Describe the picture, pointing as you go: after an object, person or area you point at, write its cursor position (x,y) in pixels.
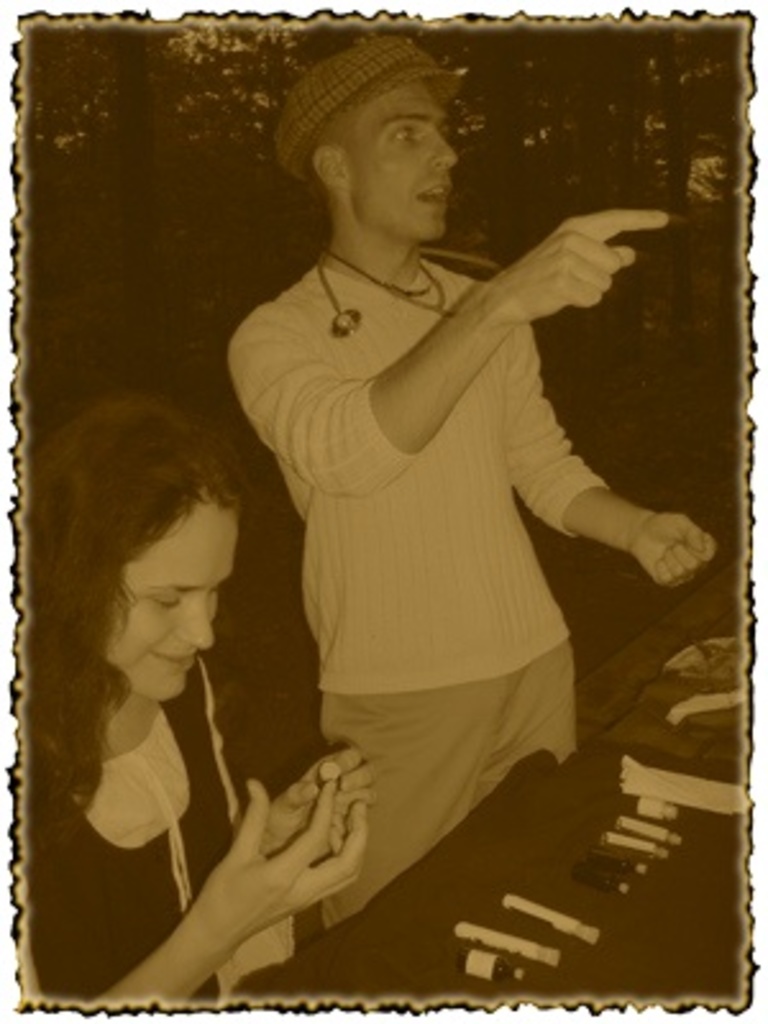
In the middle of the image (470,459), there is a person (352,198) in a t-shirt (376,425), standing and speaking. Beside him, there is a woman (182,608) smiling. In front of her, there is an object (462,934). And the background (64,260) is dark in color.
